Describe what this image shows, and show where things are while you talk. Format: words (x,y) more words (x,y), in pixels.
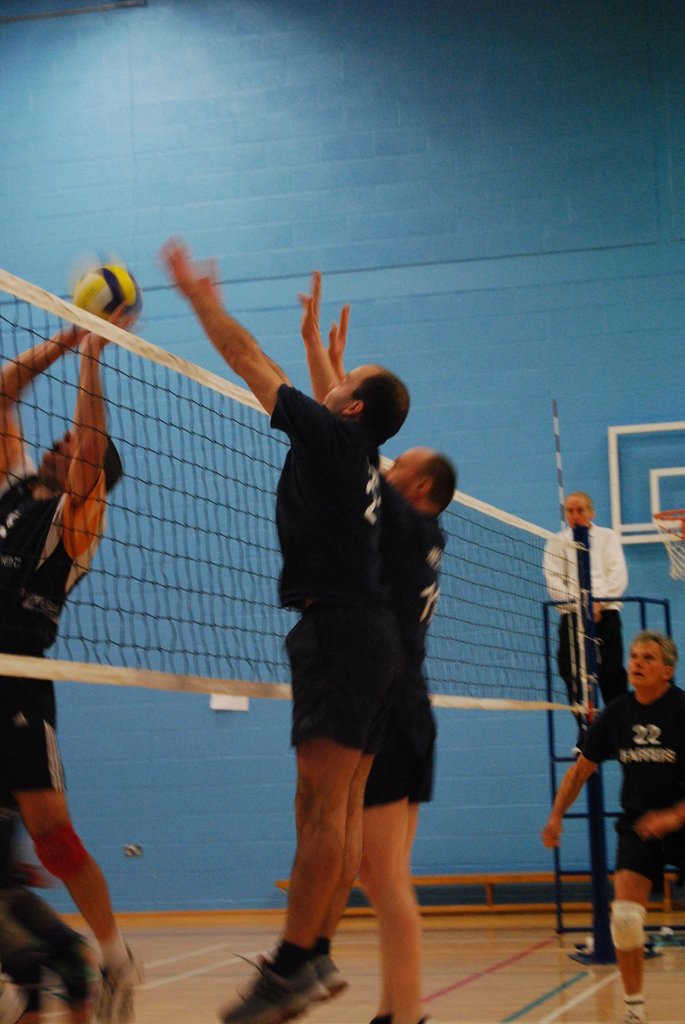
In the center of the image (380,385) there are people (295,444) playing volleyball there is a net (180,652). In the background of the image (397,444) there is wall (451,94).
